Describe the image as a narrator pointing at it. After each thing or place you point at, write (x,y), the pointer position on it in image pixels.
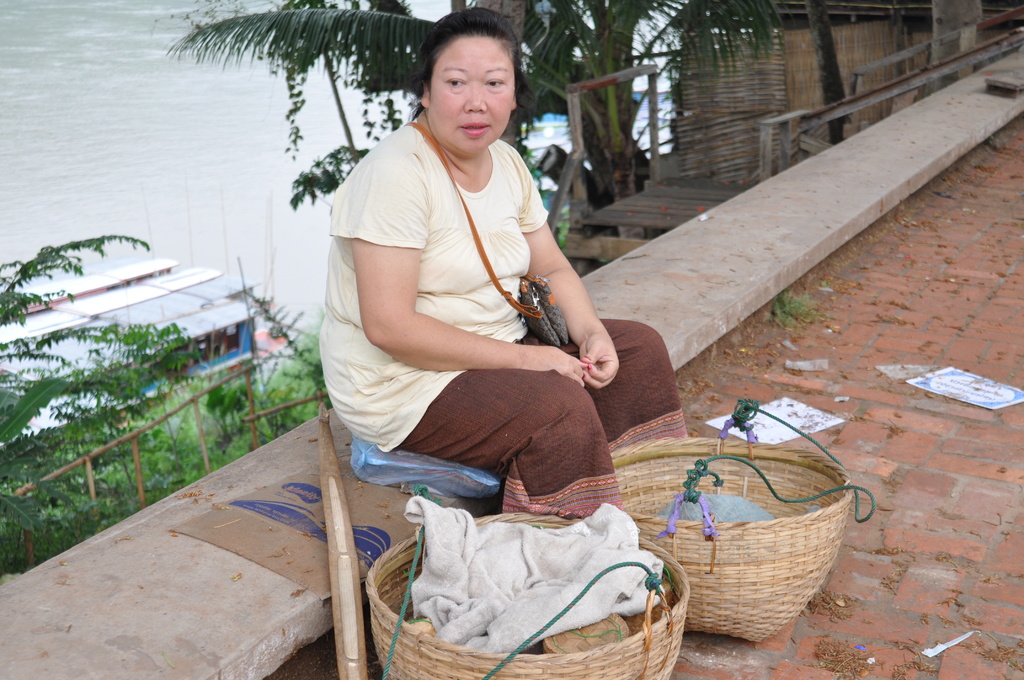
On the left side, there is a woman (458,49) in a brown color skirt (483,390), sitting on an object (402,458) which is on a small wall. Beside her, there are two baskets (638,473) and a stick (349,564) on the wall (293,448). In the background (184,442), there are plants (112,410) and trees (112,395) on the ground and there is a boat (151,276) on the water (149,143).
